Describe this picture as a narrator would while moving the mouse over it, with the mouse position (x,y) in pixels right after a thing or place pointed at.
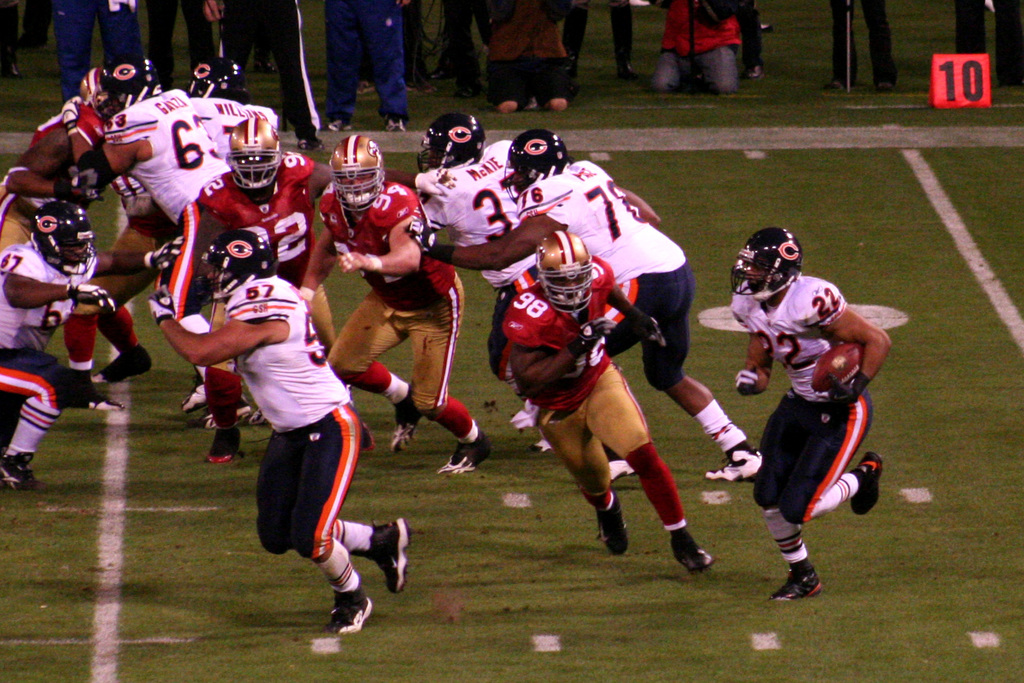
In this picture, we see many people (315,329) in red T-shirts (302,204) and white T-shirts (259,385) are playing football. Behind them, we see people (504,58) standing on the ground (426,127). This picture is clicked in the football field (432,458).
